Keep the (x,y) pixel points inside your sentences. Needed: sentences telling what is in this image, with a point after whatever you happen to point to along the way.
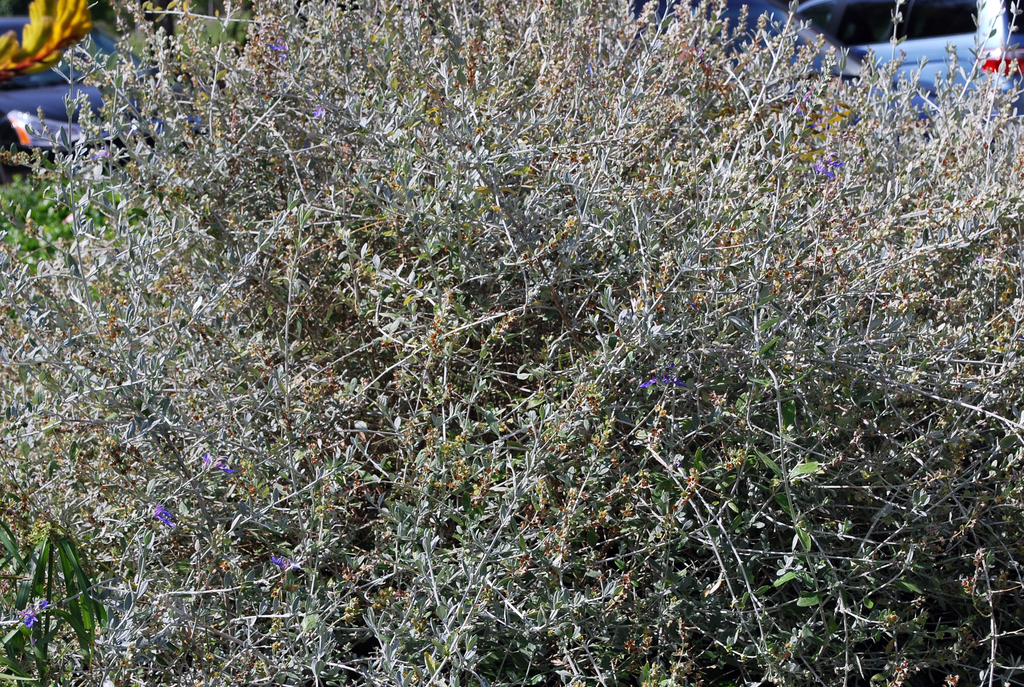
This image is a zoom in picture of a plant (439,210) as we can see there are some leaves (421,152) in middle of this image (583,310).
